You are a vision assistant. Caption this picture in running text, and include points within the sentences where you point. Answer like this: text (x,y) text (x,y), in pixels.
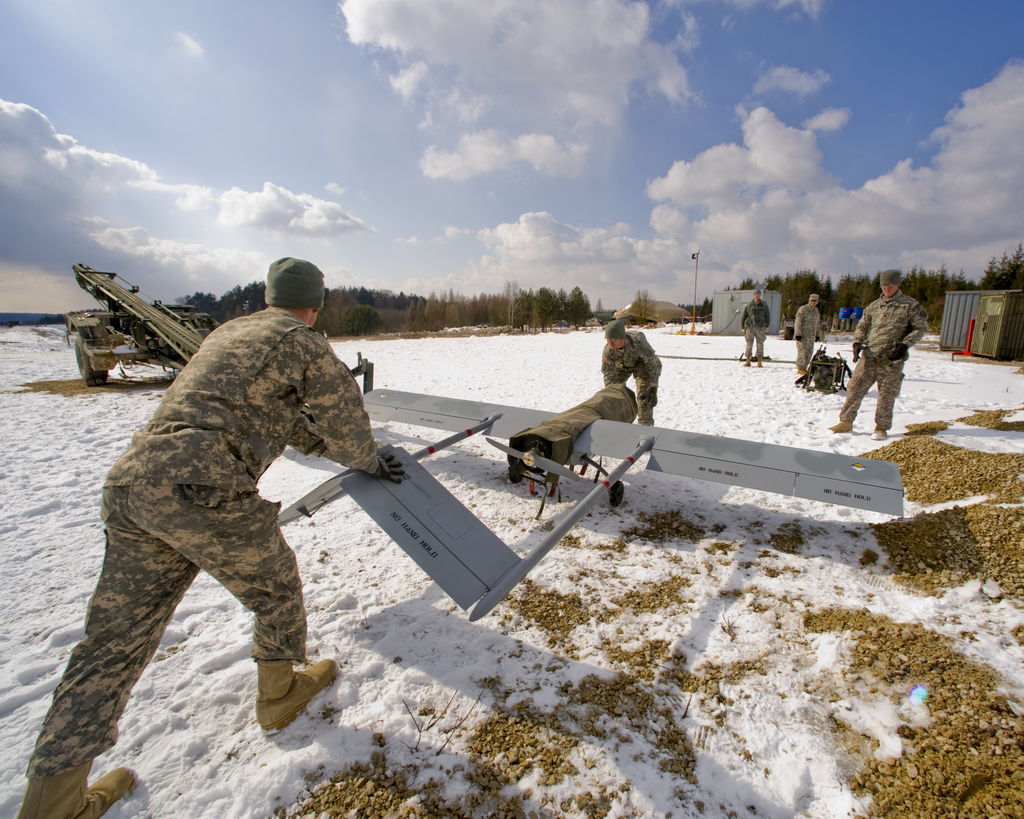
In this picture there are two military men (236,546) in the ground (336,588), standing and installing the drone (538,438). Behind there are three military men (900,378) standing and looking to them. In the background (176,362) we can see two wheel carrier (163,337) and some trees (346,316).
